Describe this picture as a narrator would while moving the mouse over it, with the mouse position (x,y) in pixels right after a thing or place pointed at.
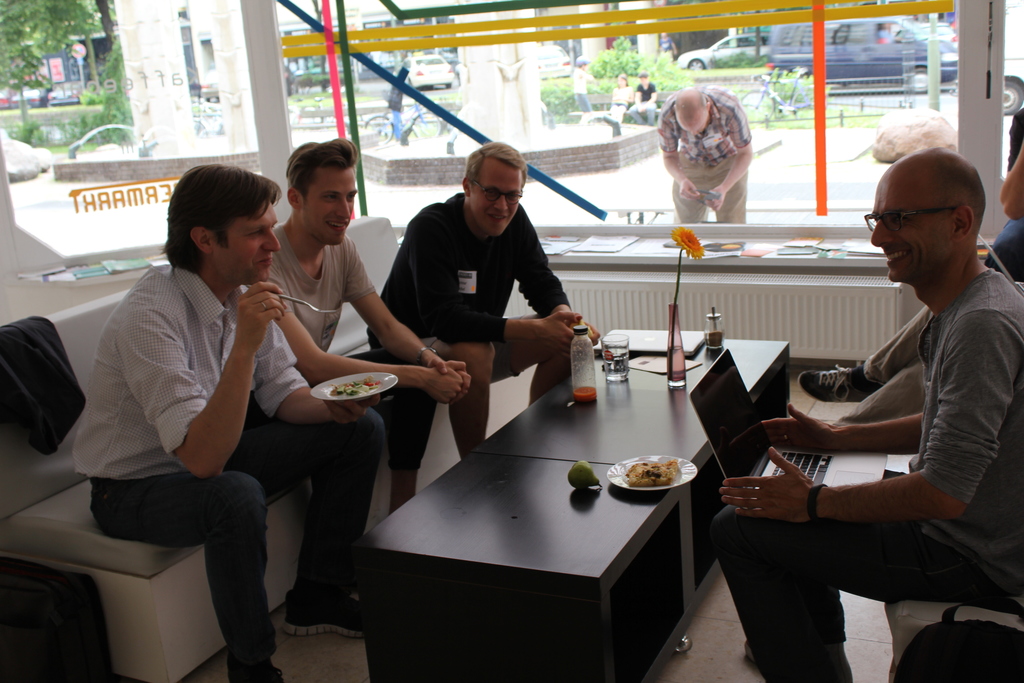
In this image there are three person (362,469) sitting on the couch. On the table (544,544) there is a plate (640,488), food (634,472), fruit (585,472), bottle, glass (614,361) and a flower (679,262). The man (805,487) is holding a laptop (753,453). At the back side (697,60) there are vehicles (719,48) and a building (383,19).
